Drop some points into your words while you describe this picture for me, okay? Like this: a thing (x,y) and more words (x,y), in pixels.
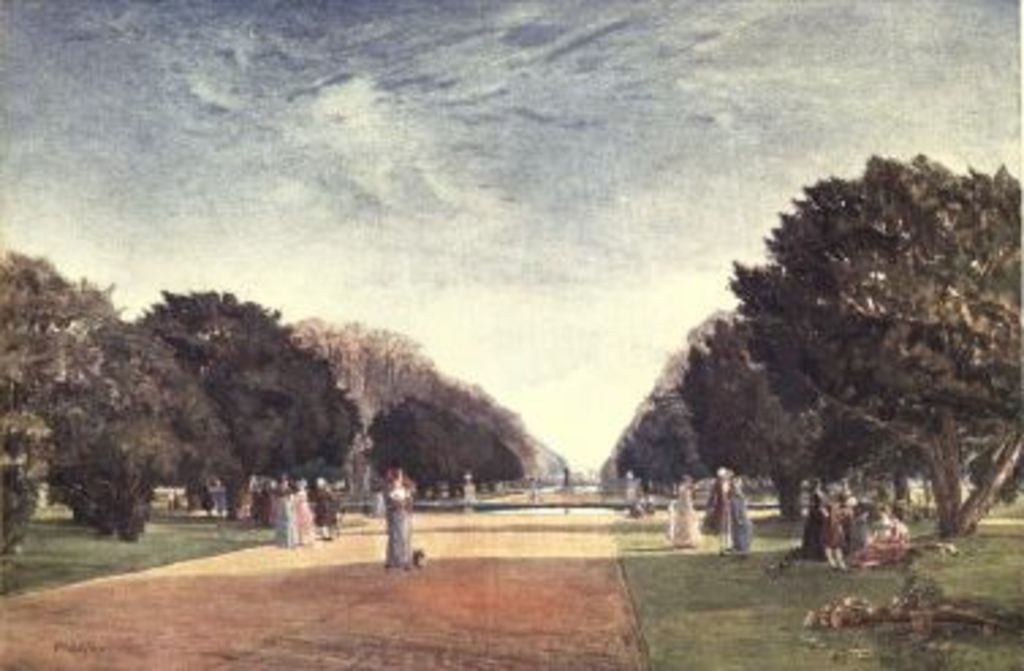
This is a painting where we can see trees (115,499), people (739,530), grassy land (771,631), road (438,641) and the sky (468,168).
